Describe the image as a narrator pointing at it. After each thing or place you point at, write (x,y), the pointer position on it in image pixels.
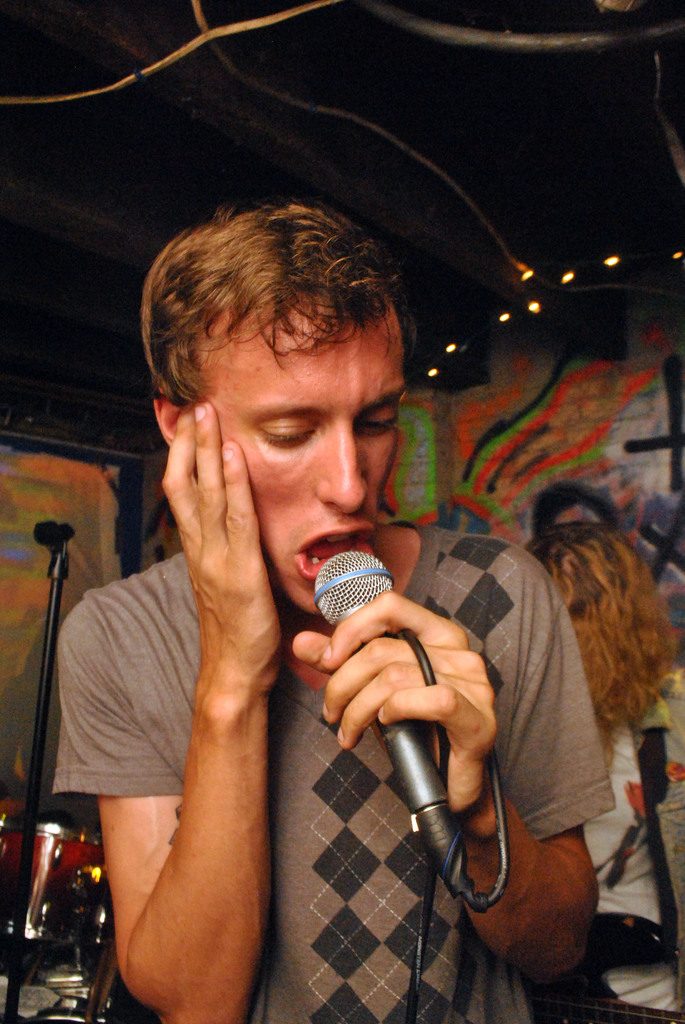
Here is a man (309,674), who is holding a microphone (421,771) in his hand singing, behind him there are drums (59,837), there is wall (548,448) it is painted, here are the lights (567,280).
